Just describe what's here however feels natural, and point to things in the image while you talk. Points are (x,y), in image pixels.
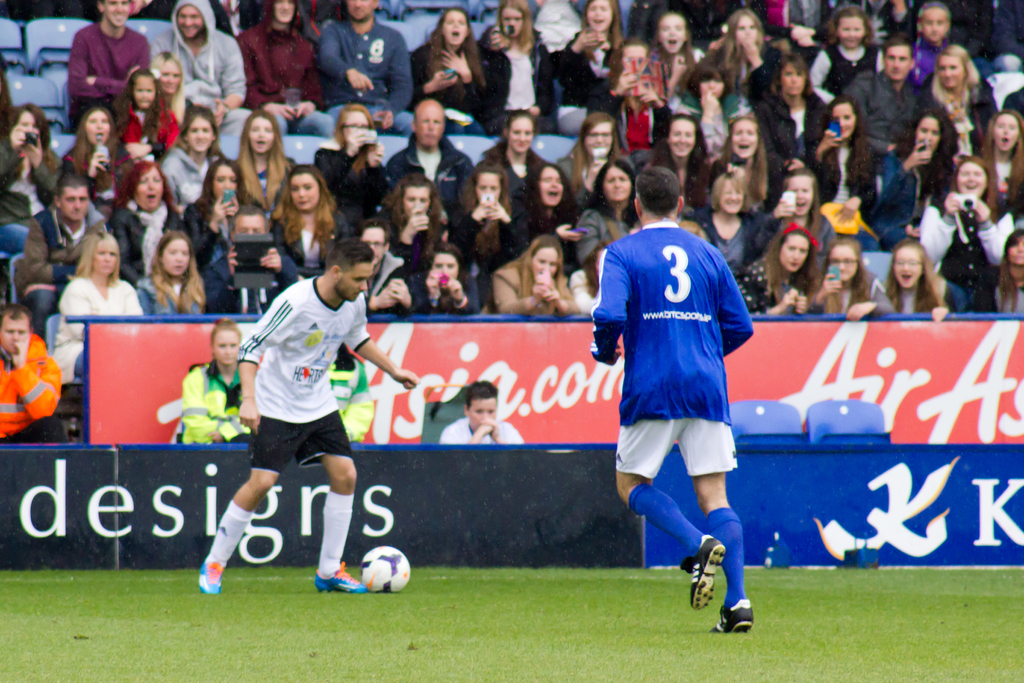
In this image there are two persons (311,442) playing football and at the background of the image (415,254) there are spectators (471,193).
